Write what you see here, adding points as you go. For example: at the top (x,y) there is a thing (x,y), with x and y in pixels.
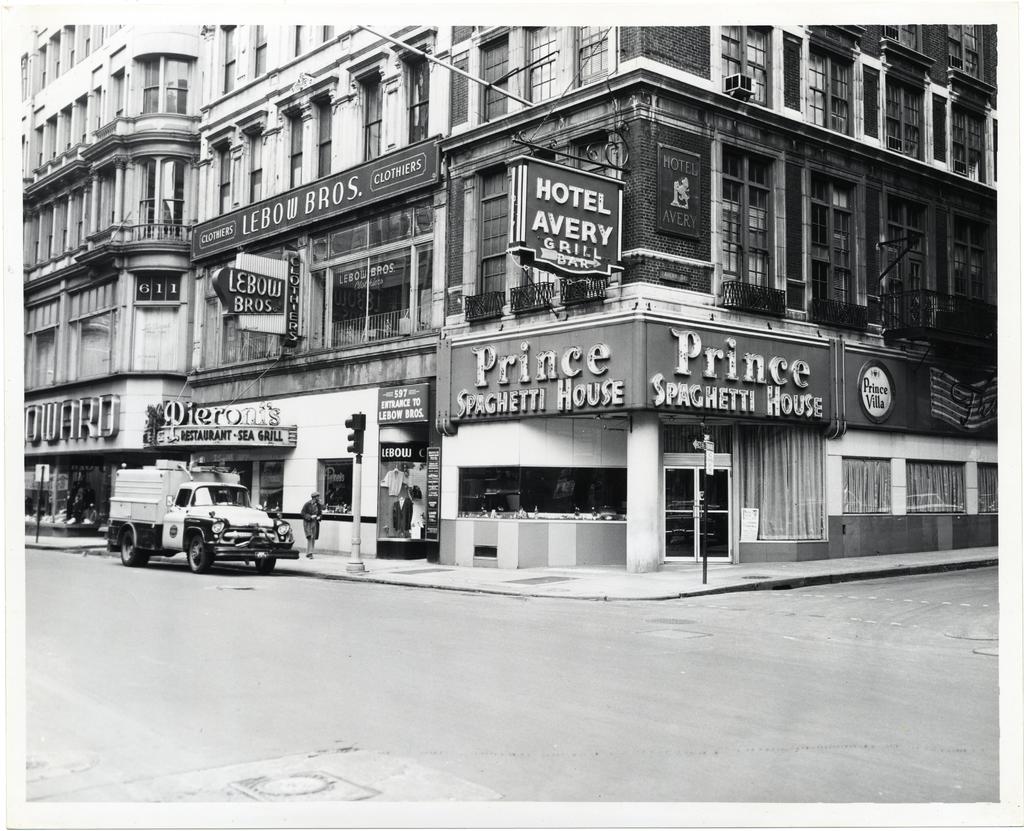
In the center of the image (430,540) there are buildings (907,184) and we can see boards (622,375). At the bottom (305,733) there is a road (264,724). On the left (167,488) there is a vehicle (204,532).
